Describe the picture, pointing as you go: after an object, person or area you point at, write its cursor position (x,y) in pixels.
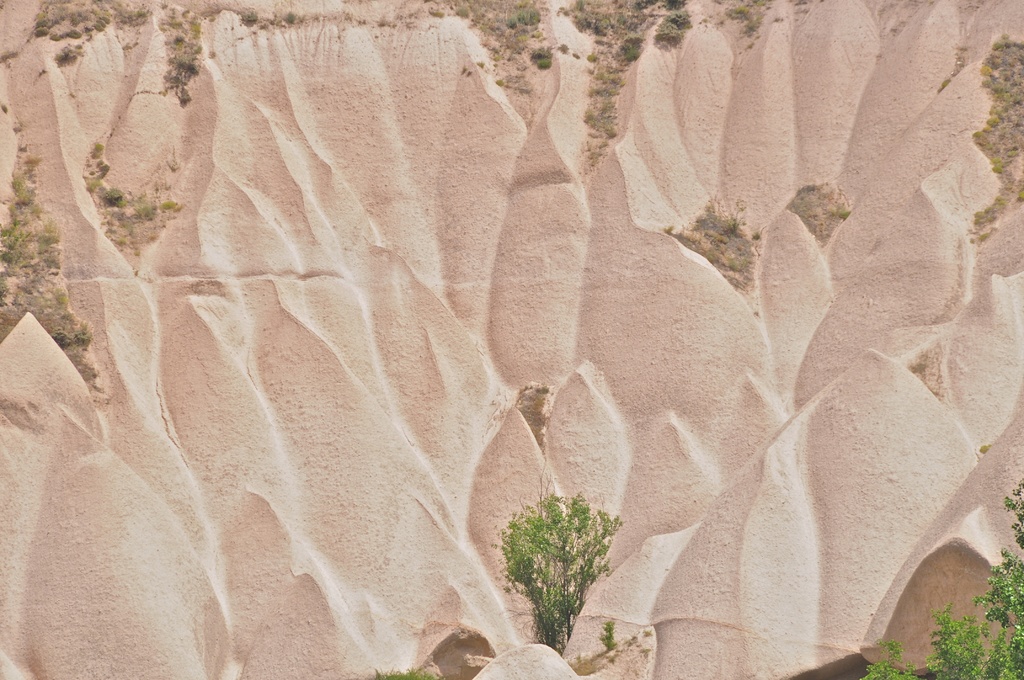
In this picture we can see the plants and carving (577,327) on the wall (659,475).
